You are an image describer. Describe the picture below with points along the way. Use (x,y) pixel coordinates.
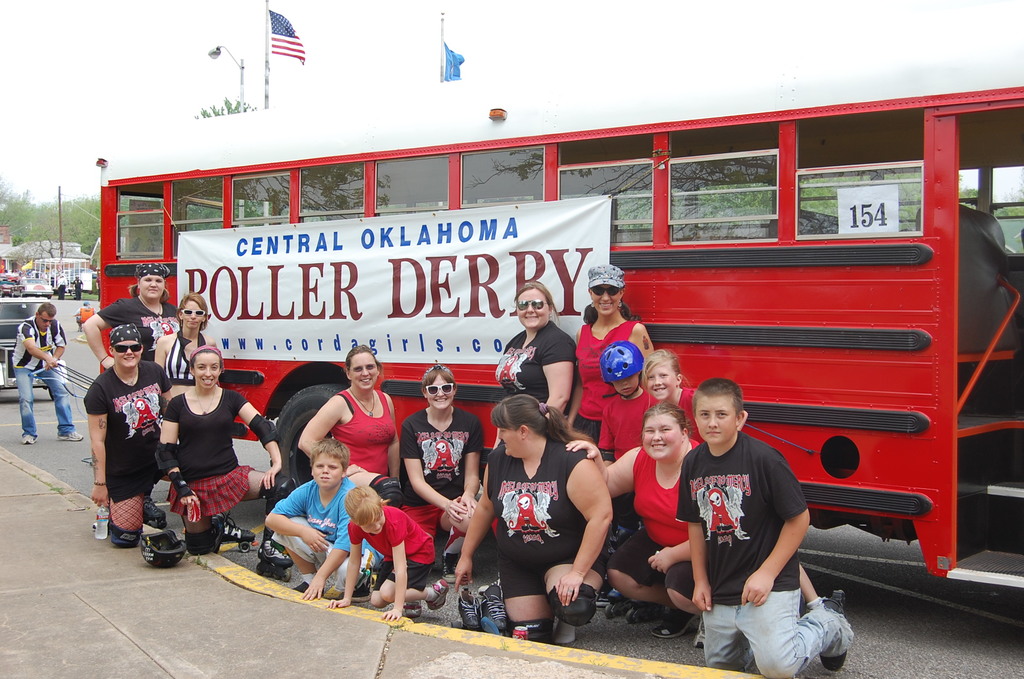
In this image I can see few people (136,358) around. I can see few vehicles (33,293) and in front (884,298) I can see red and black color vehicle (872,290) and banner (452,252) is attached to it. I can see trees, light-pole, flags (458,70). The sky (83,121) is in white color.
